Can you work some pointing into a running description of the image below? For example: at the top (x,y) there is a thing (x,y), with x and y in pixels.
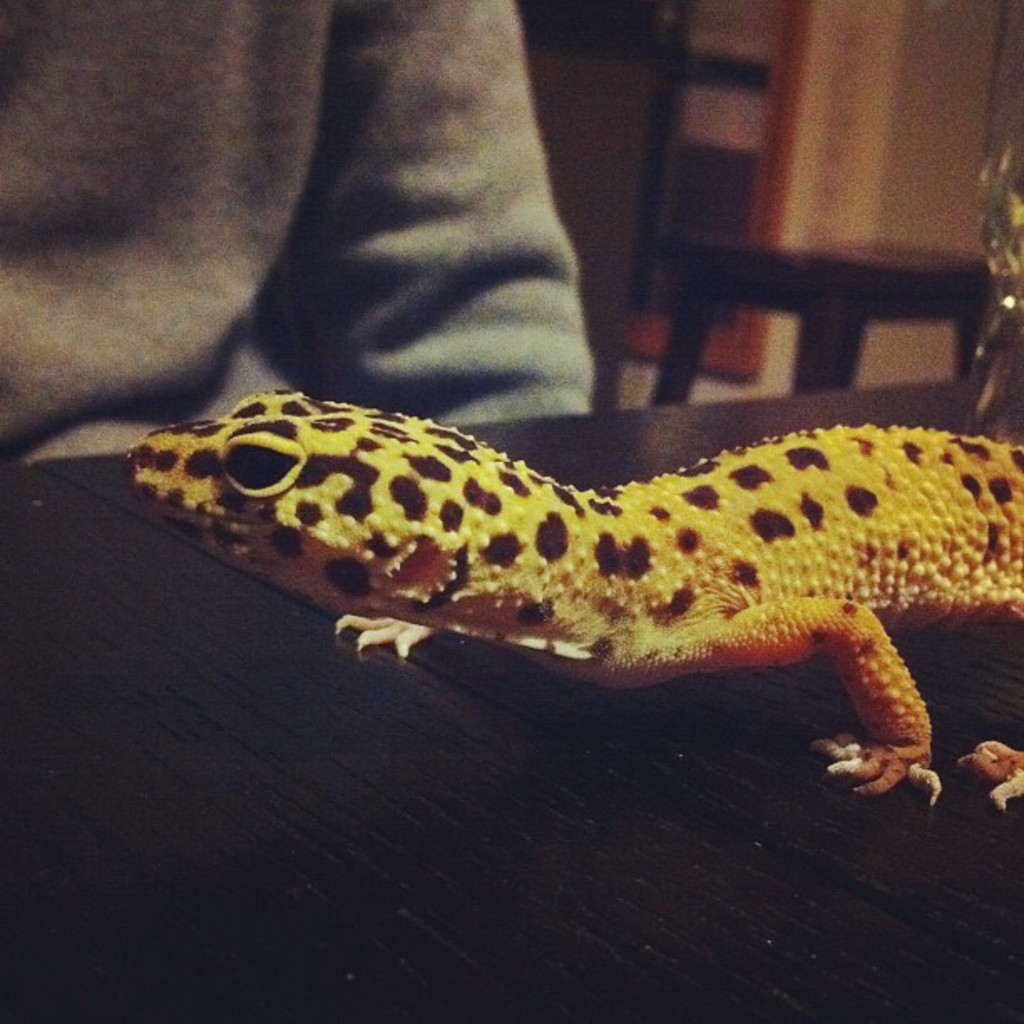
In this image there is a lizard (618,523) on the black color surface (408,786), in front of that there is a person (352,194) sitting, behind the person (540,319) there is a table (829,291) and the background (891,59) is blurred.
